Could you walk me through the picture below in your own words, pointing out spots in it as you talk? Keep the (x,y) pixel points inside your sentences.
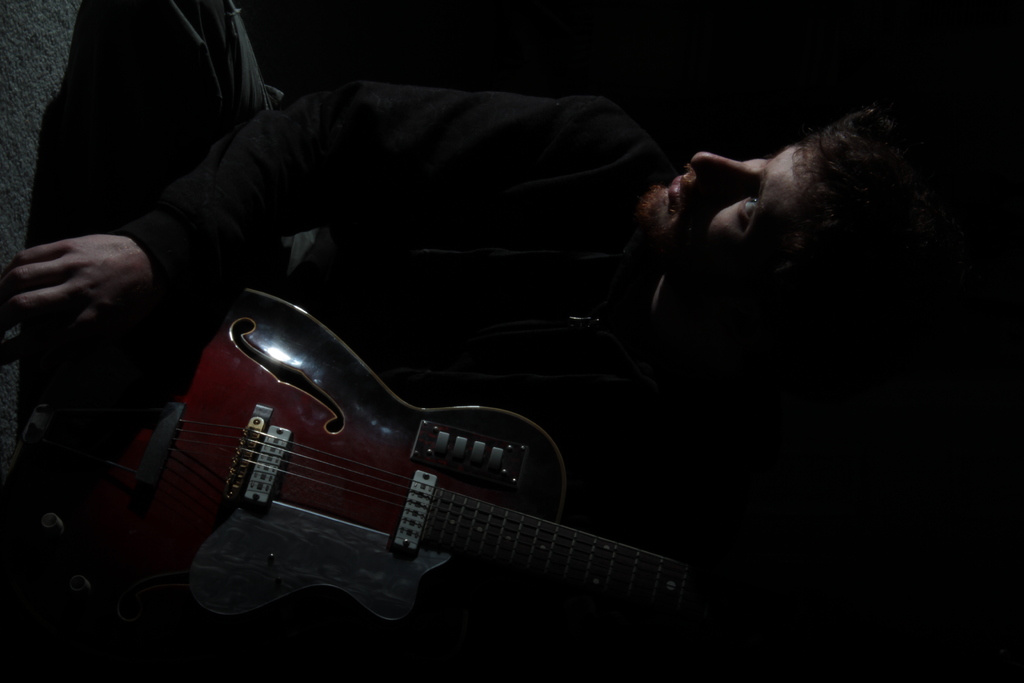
The image consists of a man (338,252) seated in dark, holding a guitar (488,469).
